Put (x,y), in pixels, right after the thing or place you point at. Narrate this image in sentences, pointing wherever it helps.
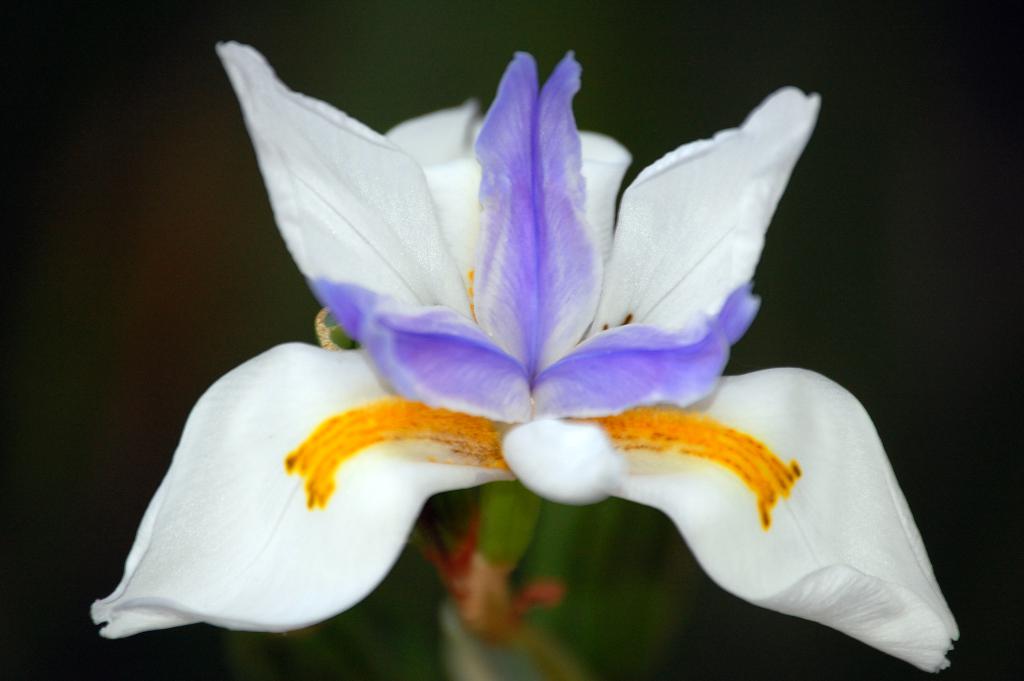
In this image, we can see a flower (748,436). Background (5,370) we can see the blur view. At the bottom (553,590), where it looks like stems (508,582).
